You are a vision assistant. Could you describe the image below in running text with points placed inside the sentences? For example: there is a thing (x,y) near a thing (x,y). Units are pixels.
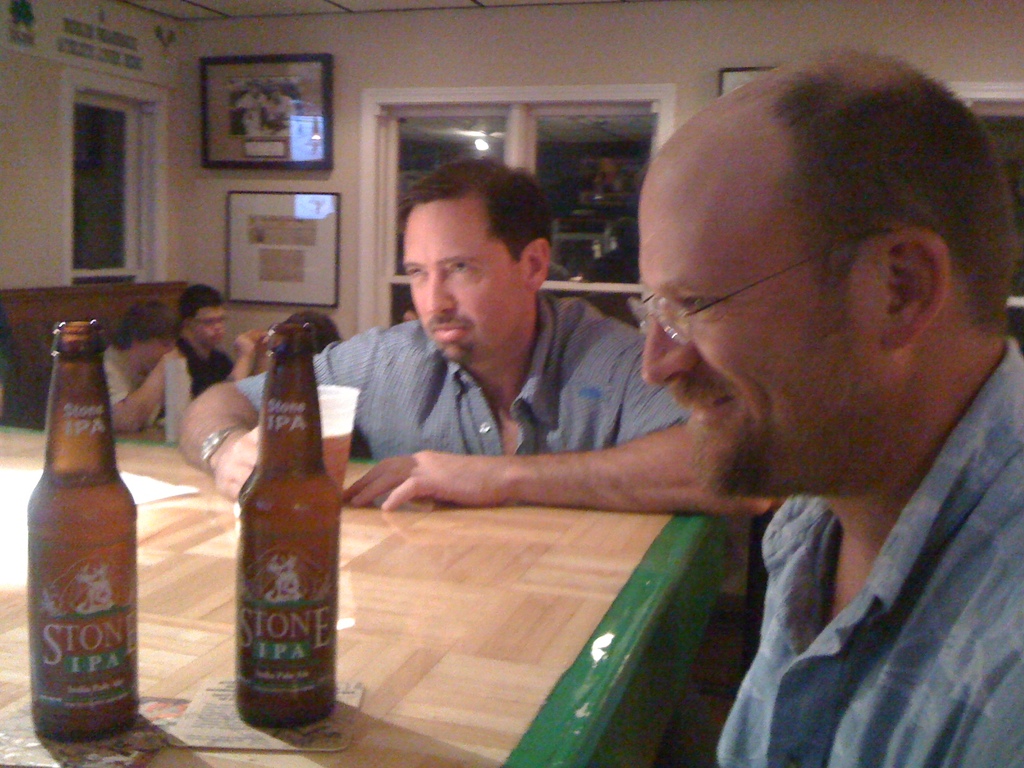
In this image there are two people (810,196) those who are sitting around the table (22,648) and there are beer bottles (51,666) on the table (456,562), there are portraits (313,279) at the left side of the image (252,223) and there is a window (384,136) at the center of the image (585,267).
